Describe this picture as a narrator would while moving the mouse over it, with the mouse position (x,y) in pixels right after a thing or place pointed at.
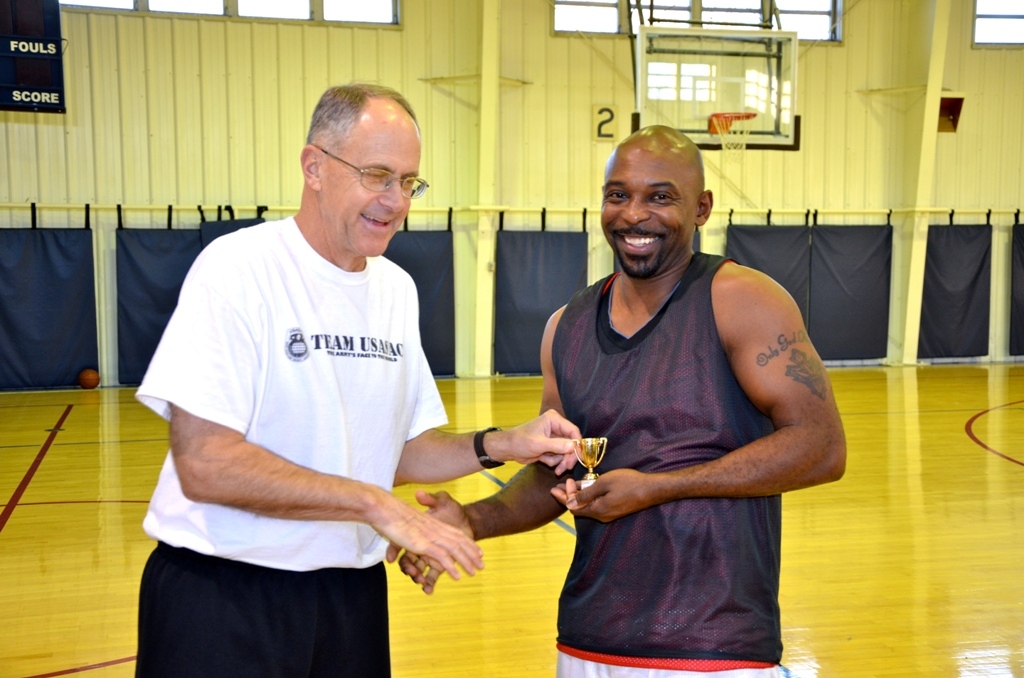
In this image we can see two men (669,526) standing on the floor (535,657) holding a trophy (589,482). On the backside (67,267) we can see a ball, curtains (41,254) to the pole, a board (15,99) with some text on it, a basketball hoop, windows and a wall (349,52).
